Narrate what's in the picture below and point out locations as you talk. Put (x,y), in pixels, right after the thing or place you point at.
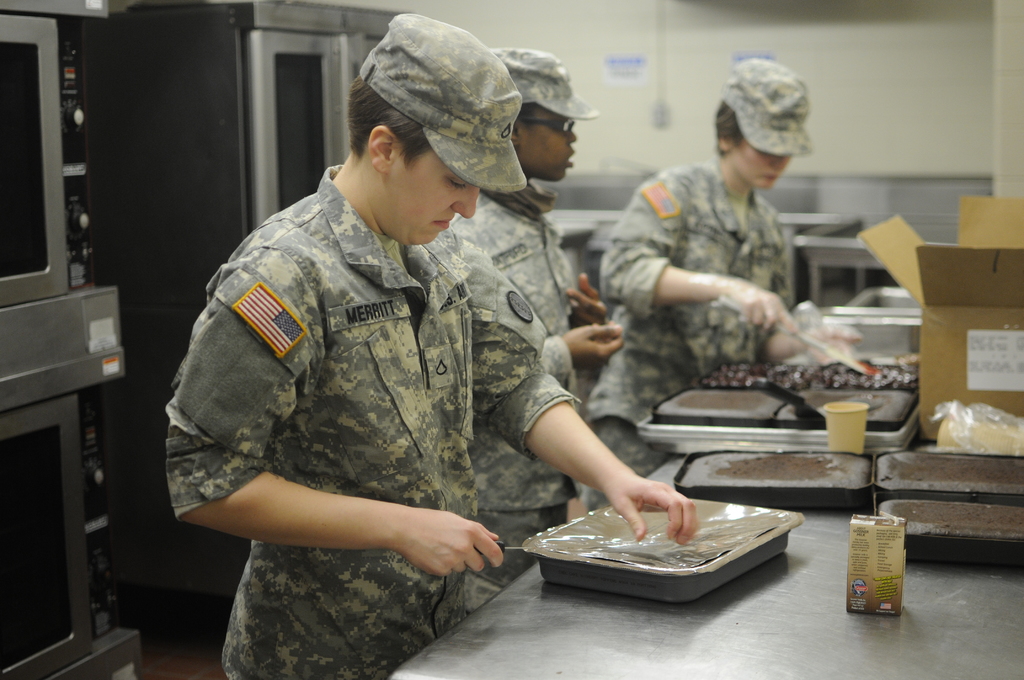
In the picture i can see three persons (624,357) wearing camouflage dress (368,386) making some food item (666,529) in the kitchen (665,506), there are some pans (765,438), cardboard boxes (922,412) on surface (814,648), on left side of the picture (139,129) there is microwave oven (53,99), some object (227,152) and there is a wall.
